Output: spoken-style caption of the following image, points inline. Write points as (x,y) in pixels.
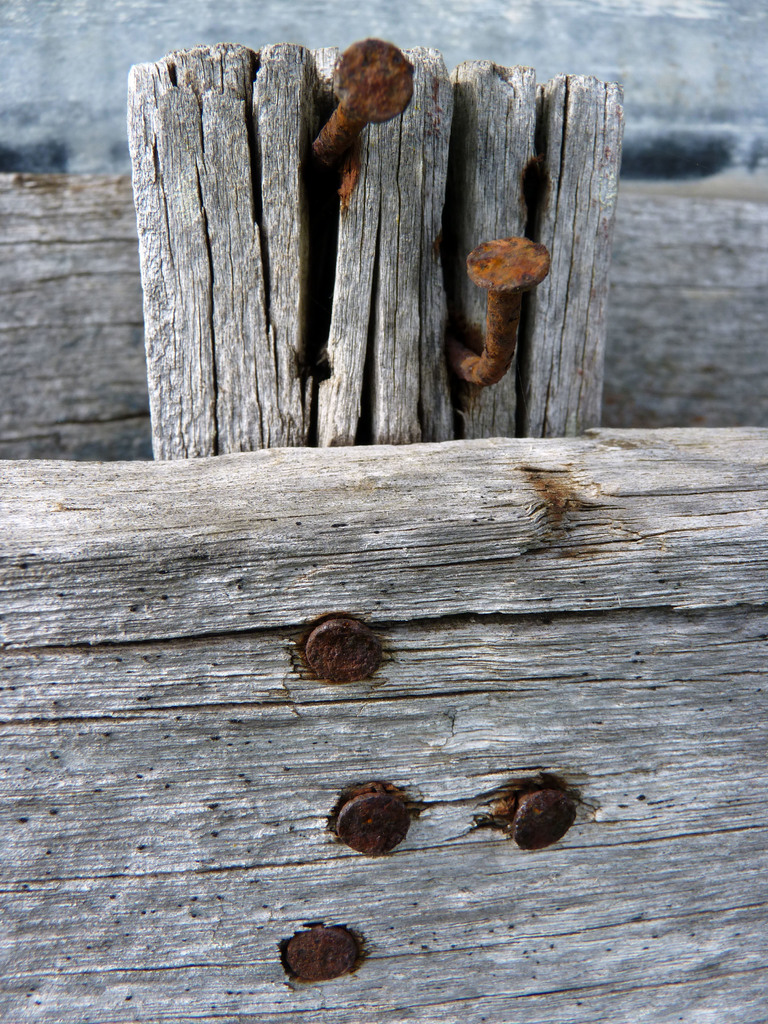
In this picture there is wood (450,767) in the center (293,624) and at the bottom side of the image (582,905) on which there are nails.
